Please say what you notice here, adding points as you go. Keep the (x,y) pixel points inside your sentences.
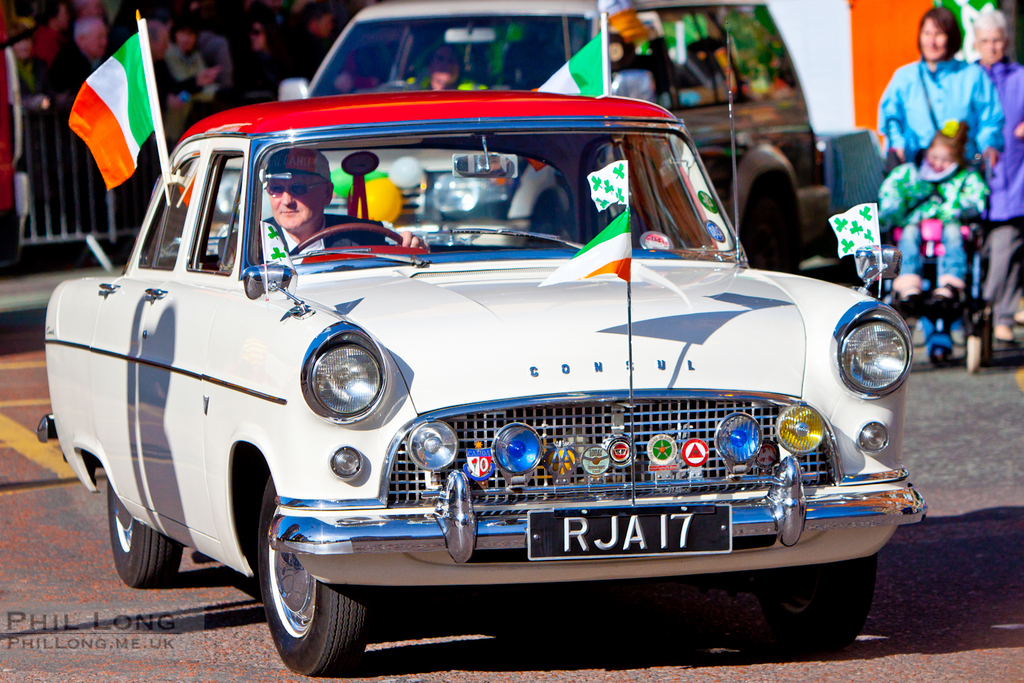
It is a car (531,396) in white color, on the right side (1000,145) a woman (984,149) is walking, she wore blue color coat (935,94).
